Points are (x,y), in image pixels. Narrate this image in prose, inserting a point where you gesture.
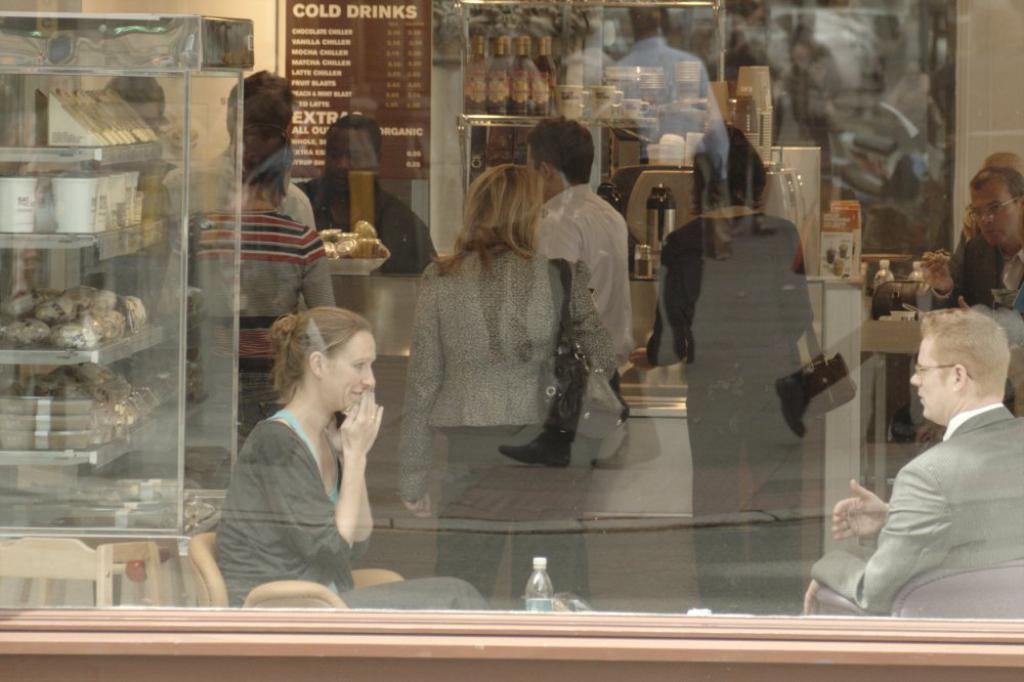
In this image I can see a glass wall (956,14) in the front (989,316) and in the background (687,337) I can see number of people (414,604). On the left side of this image (6,186) I can see few stuffs (54,193) on the shelves (134,51) and in the background (534,69) I can see number of bottles (508,70), a brown colour board (375,6), few other things (634,129) and on the board (411,4) I can see something is written. I can also see one more bottle (548,578) on the bottom side of this image (539,568).
